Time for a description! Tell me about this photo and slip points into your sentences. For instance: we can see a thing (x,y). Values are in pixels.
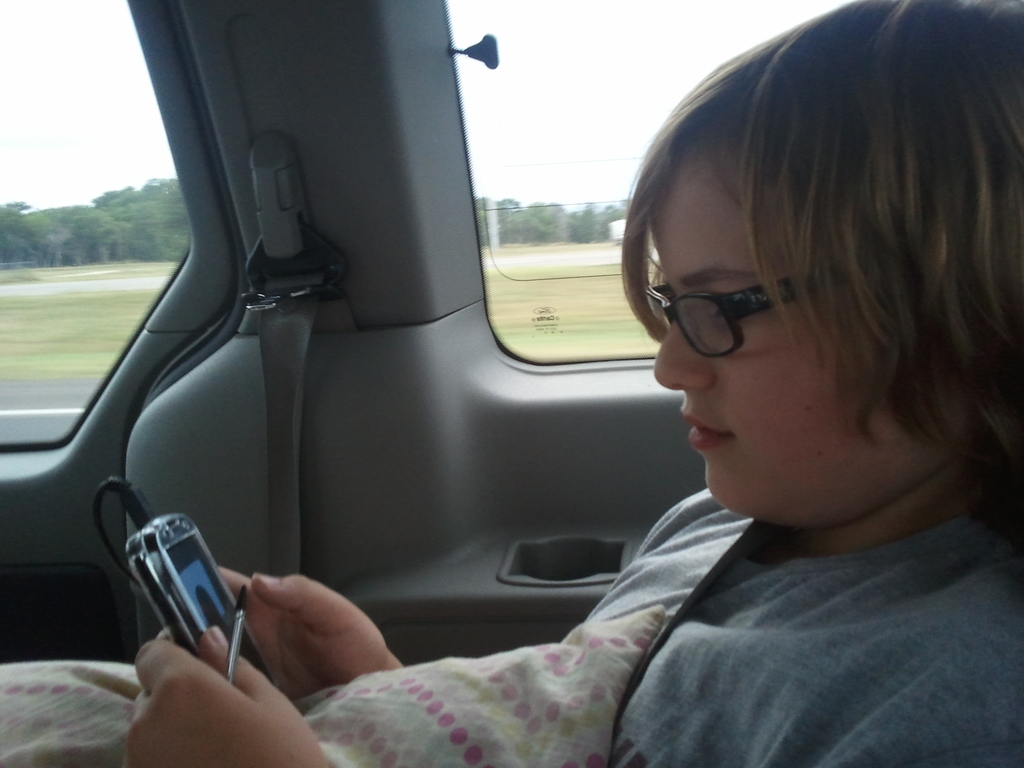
A girl (729,733) is sitting in a car (112,602) and looking into the mobile phone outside the window (86,214) there are trees (153,215).
